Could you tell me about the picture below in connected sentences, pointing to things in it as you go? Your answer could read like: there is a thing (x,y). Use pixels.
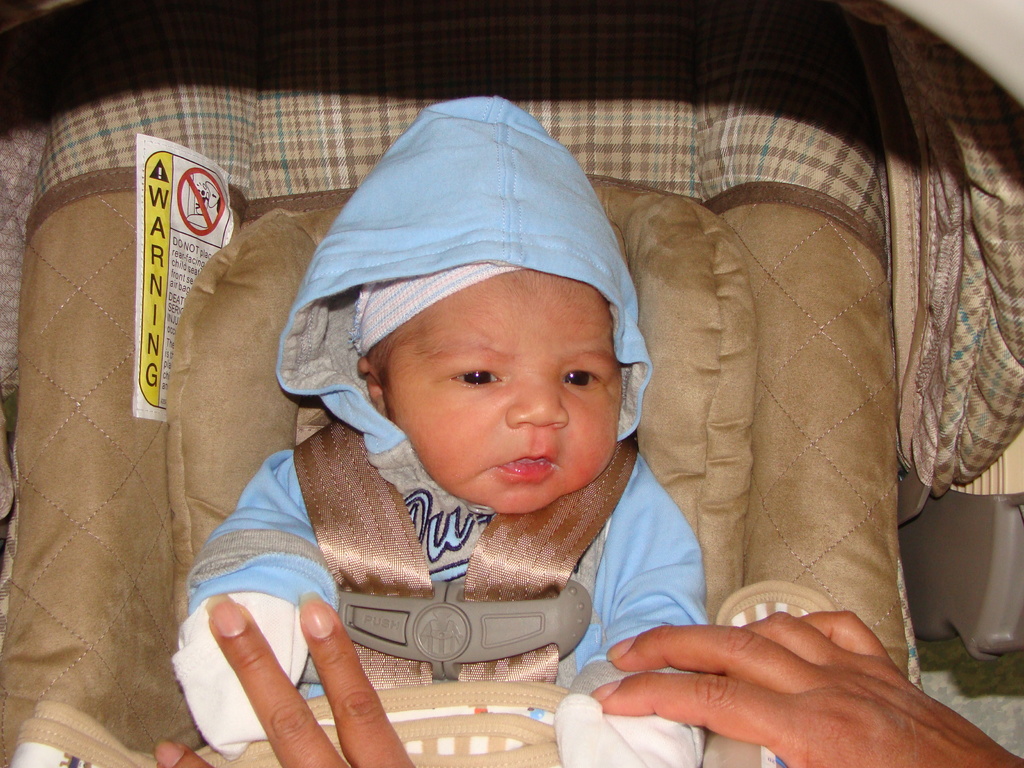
In the foreground of this image (511,583), there is a baby (453,477) in a baby seat (833,421). At the bottom (394,742), there are hands (859,707) of a person (847,708).
